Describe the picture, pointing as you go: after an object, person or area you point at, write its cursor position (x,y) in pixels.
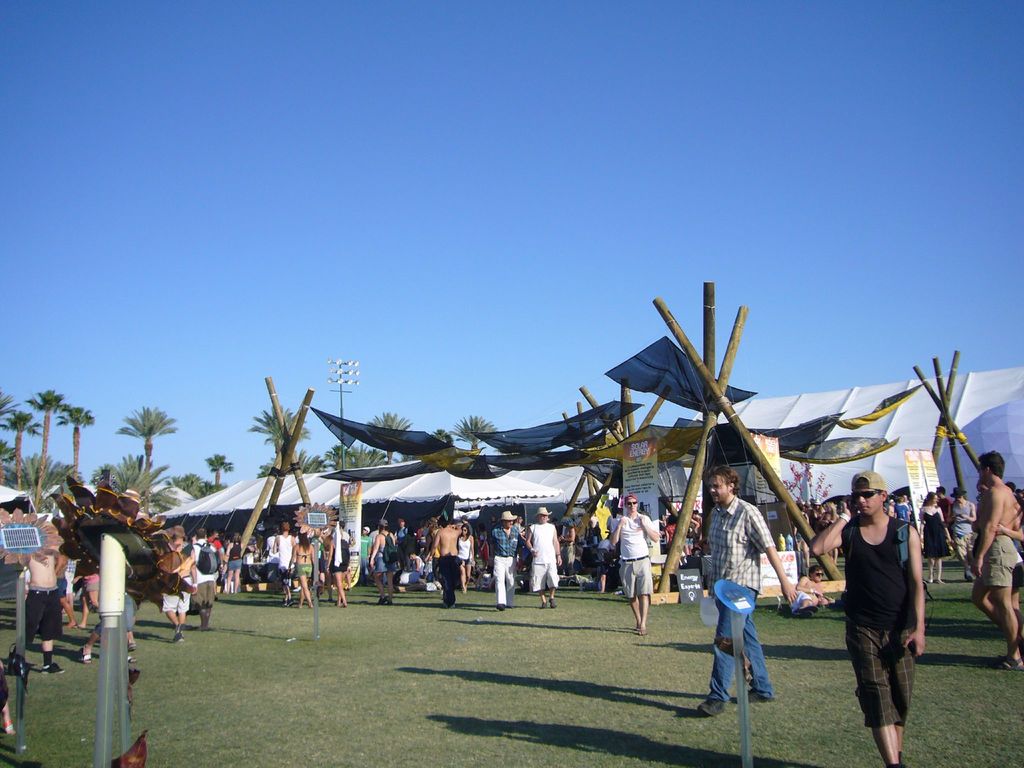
In this picture, we see people (295,559) walking on the ground (957,584). Behind them, we see white color tents (528,472) and poles (709,361). In the left bottom of the picture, we see a pole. We even see banners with some text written on it. There are trees (376,459) and a pole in the background (130,470). At the top of the picture (468,145), we see the sky (350,169), which is blue in color.
